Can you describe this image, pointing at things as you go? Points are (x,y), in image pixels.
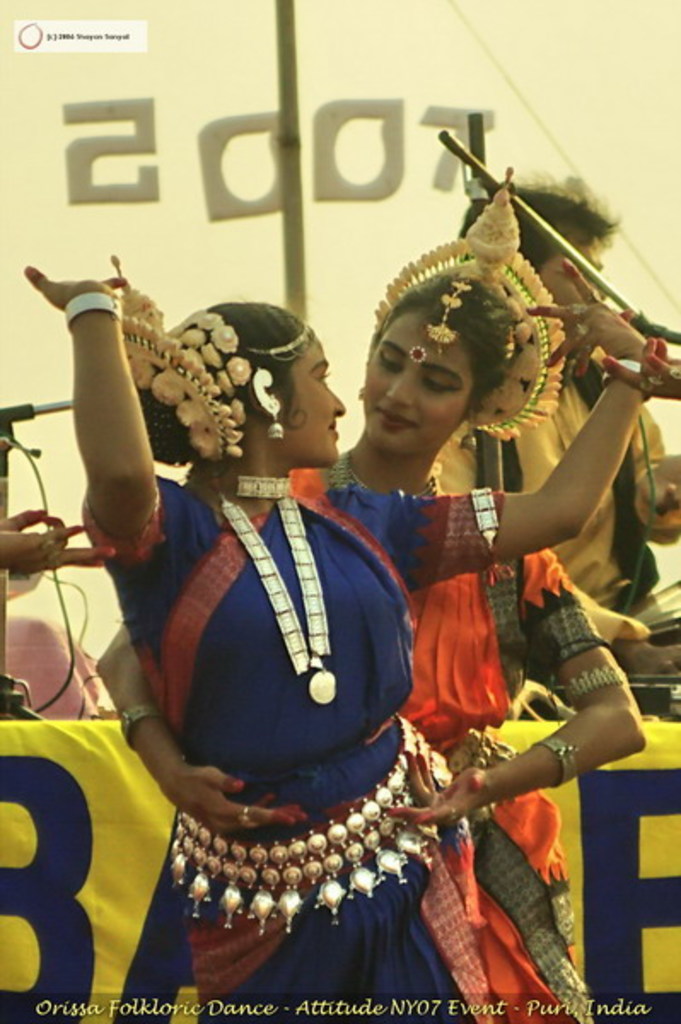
In the image there two women (299,743) who are dancing and they are looking into each other's eyes (445,386). Back of them there is a stage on which people (39,632) are sitting in front of the mike (665,329). At the back (60,262) there is a banner (154,41) on which its written "2007" in between there is a wooden bamboo (292,103).
